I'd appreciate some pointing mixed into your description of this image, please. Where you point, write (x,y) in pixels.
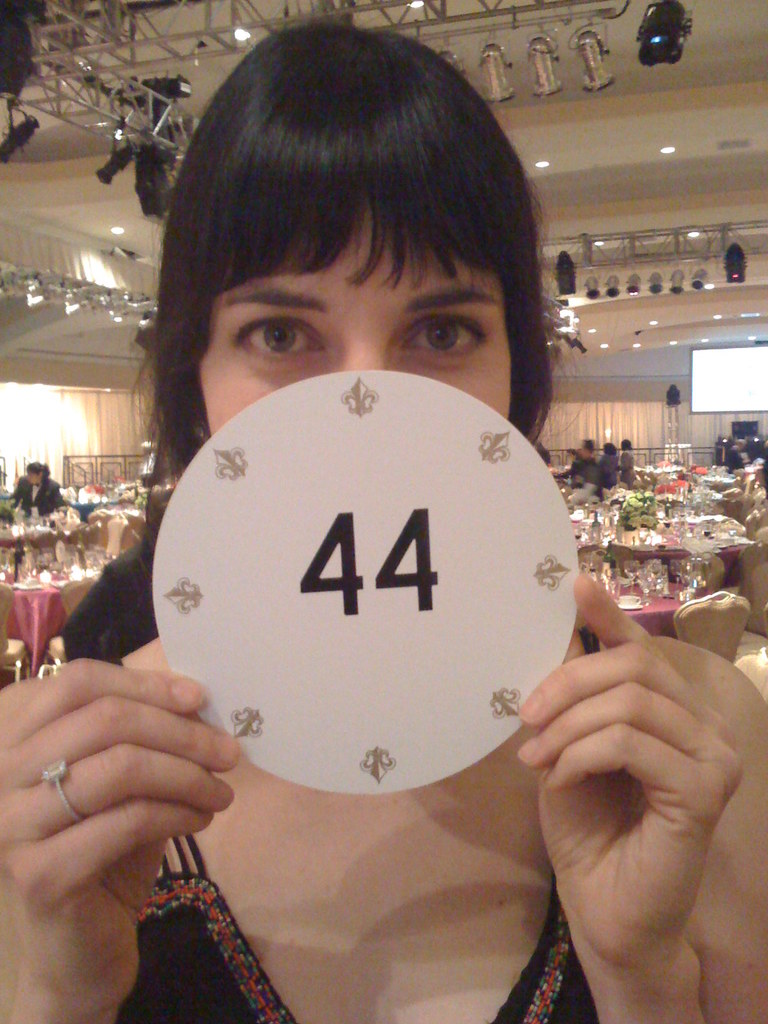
In this image we can see a person (387,912) standing and holding a board (421,411), in the background (620,452), we can see a few people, chairs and tables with some objects (705,485) on it, on the top of the roof (36,288) we can see some lights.
